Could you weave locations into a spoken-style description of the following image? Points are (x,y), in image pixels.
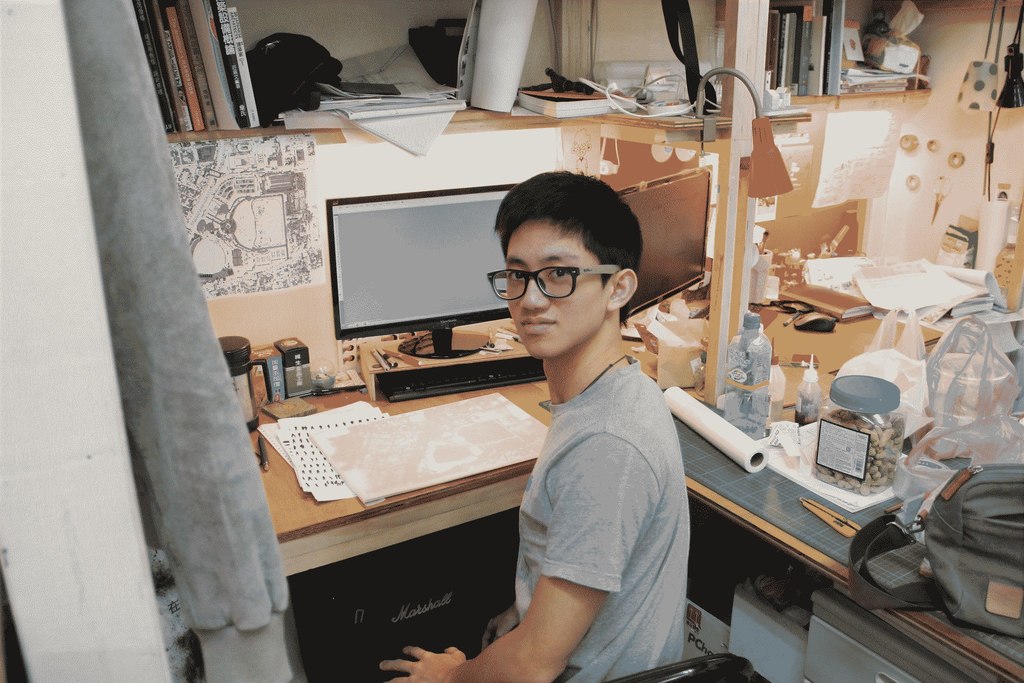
In this image I can see a man (613,574) is sitting on the chair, he wore t-shirt (631,568), spectacles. In front of him there is a system (452,298), on the right side (996,578) there are things (857,422) on this desk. At the top (197,39) there are books (197,39) in the shelf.
